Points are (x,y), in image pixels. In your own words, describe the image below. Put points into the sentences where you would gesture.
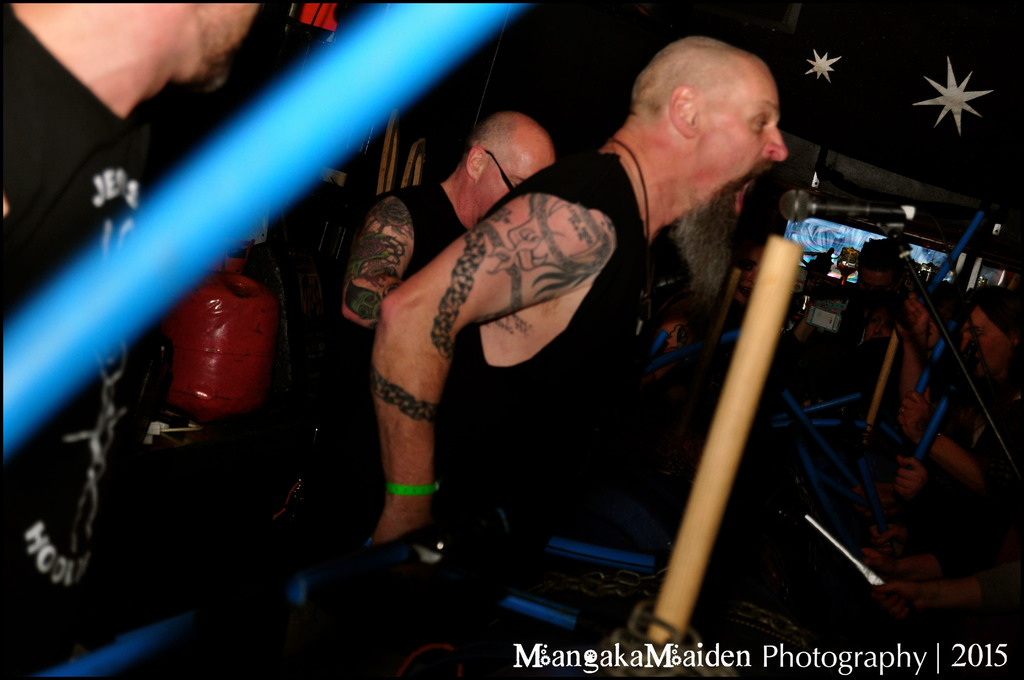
In this image we can see a group of people (82,492) standing. In that a man (386,501) is standing beside a mic (797,213) with stand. We can also see a metal container (207,375), some poles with chains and some people (744,292) holding sticks (768,294). On the backside (809,157) we can see a display screen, wall (807,144) and the flag (841,77) with stars (826,65) on it. On the bottom of the image (612,647) we can see some text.
